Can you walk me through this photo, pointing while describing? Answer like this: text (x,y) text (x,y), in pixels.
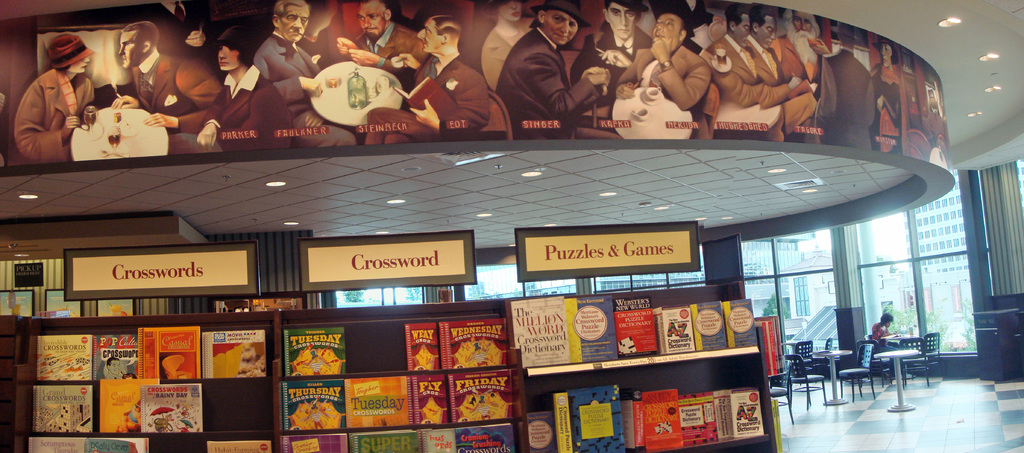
At the bottom of the picture (460,391), we see a rack (519,437) in which books (413,368) are placed. Above that, we see the boards (423,251) in white color with some text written on it. On the right side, we see the man (880,334) is sitting on the chair (874,349). In front of him, we see a table (901,350). There are many chairs (865,380) and tables (839,400) beside him. Behind him, we see the glass windows (896,290) from which we can see many buildings (818,307) and trees (925,326). At the top (531,56), we see the hoarding board (579,138) and the ceiling (733,181) of the room (849,107).
